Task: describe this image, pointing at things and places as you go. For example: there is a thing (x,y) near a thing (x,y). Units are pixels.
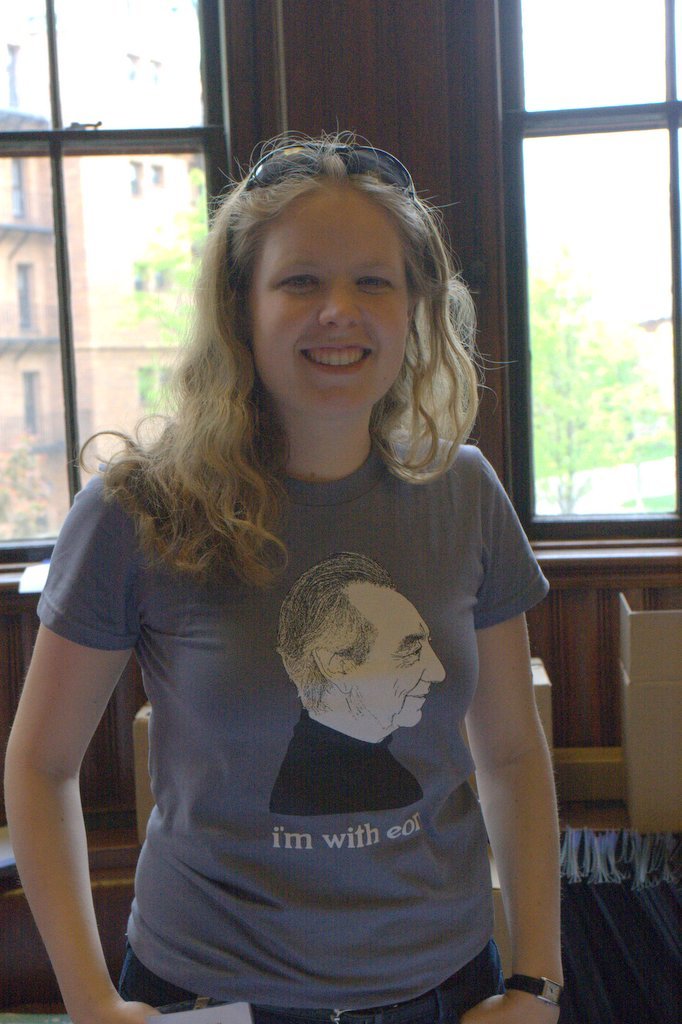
Here we can see a woman (337,577) standing. In the background (144,174) there are windows (84,139), wall (415,107) and some objects (660,771) on the floor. Through the window glass (134,295) we can see buildings (12,187), trees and sky (567,39).
